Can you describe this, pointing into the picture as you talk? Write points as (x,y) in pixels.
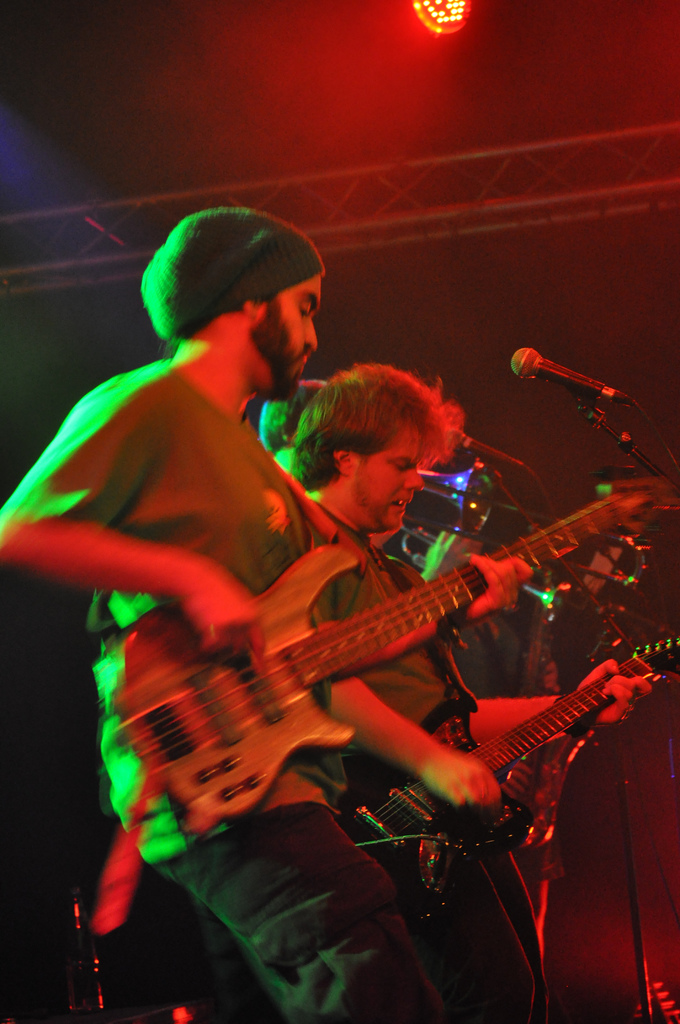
These 2 persons (371,731) are playing guitar (299,733) in-front of mic (556,378). On top (429,14) there is a focusing light (445,22).
